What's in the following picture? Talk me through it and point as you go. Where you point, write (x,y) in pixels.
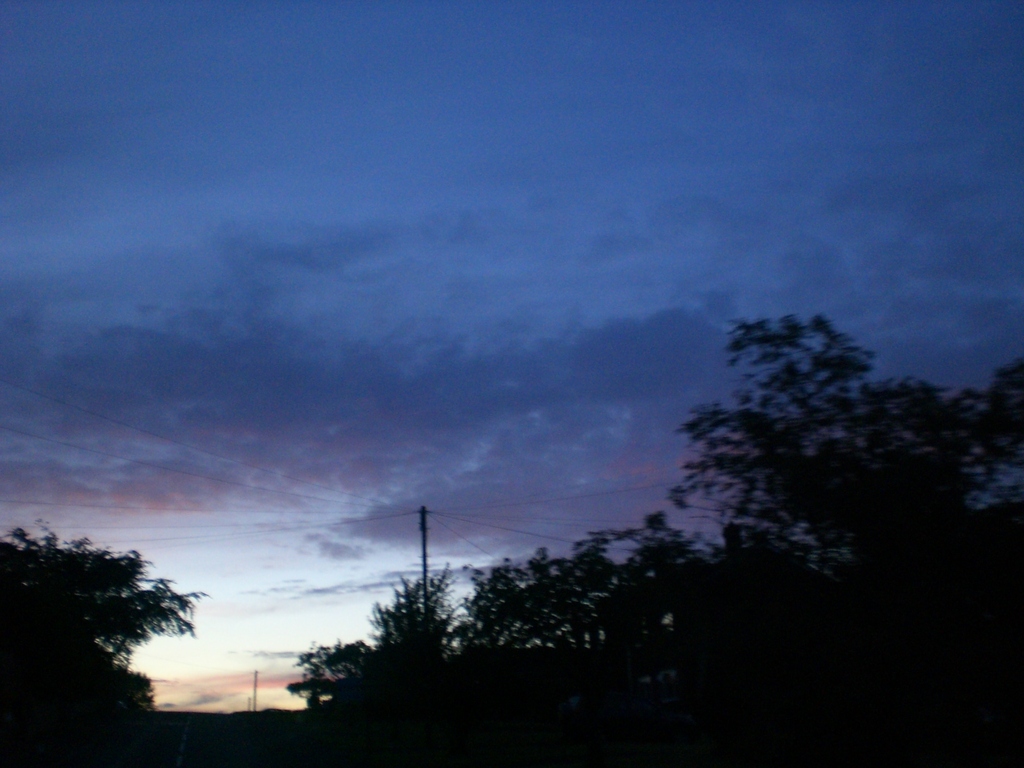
At the bottom of this image (387,696) there are many trees (517,675) in the dark and also there are few poles (423,549) along with the wires (390,504). At the top of the image (611,143) I can see the sky (503,182) and clouds (362,383).
